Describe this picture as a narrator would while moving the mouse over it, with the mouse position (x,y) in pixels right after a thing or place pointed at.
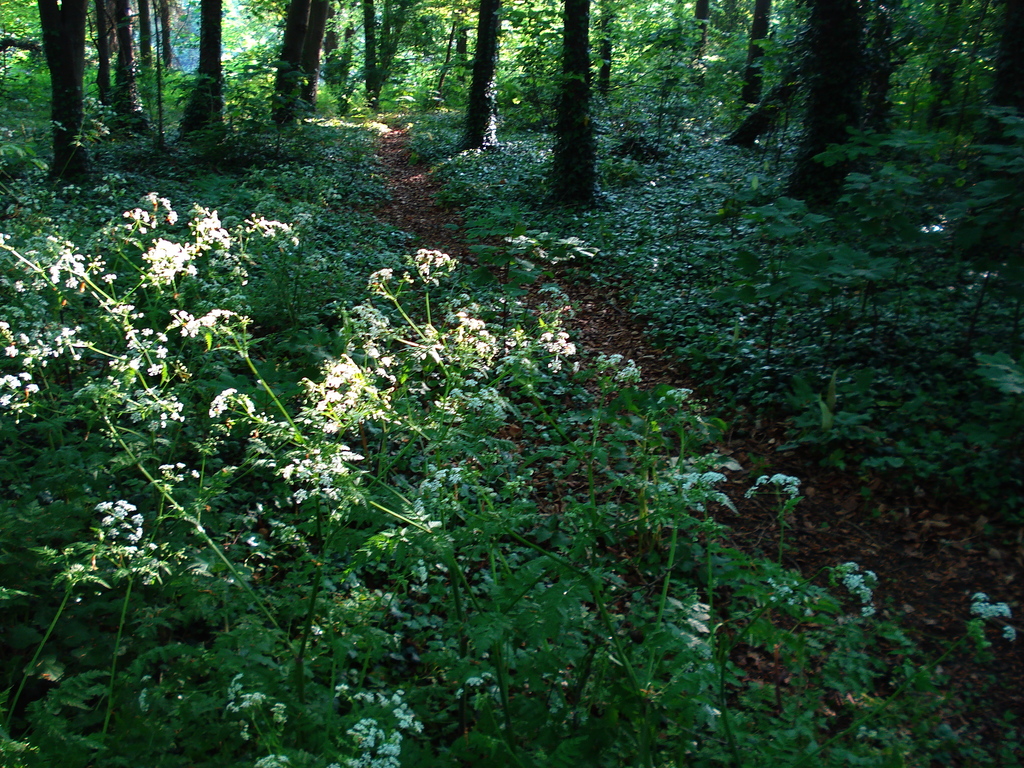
In this image we can see the forest (143,105), there are so many trees (592,156), plants (608,167), bushes (970,295), grass (335,628) and some flowers (330,494) on the plants (310,752).
